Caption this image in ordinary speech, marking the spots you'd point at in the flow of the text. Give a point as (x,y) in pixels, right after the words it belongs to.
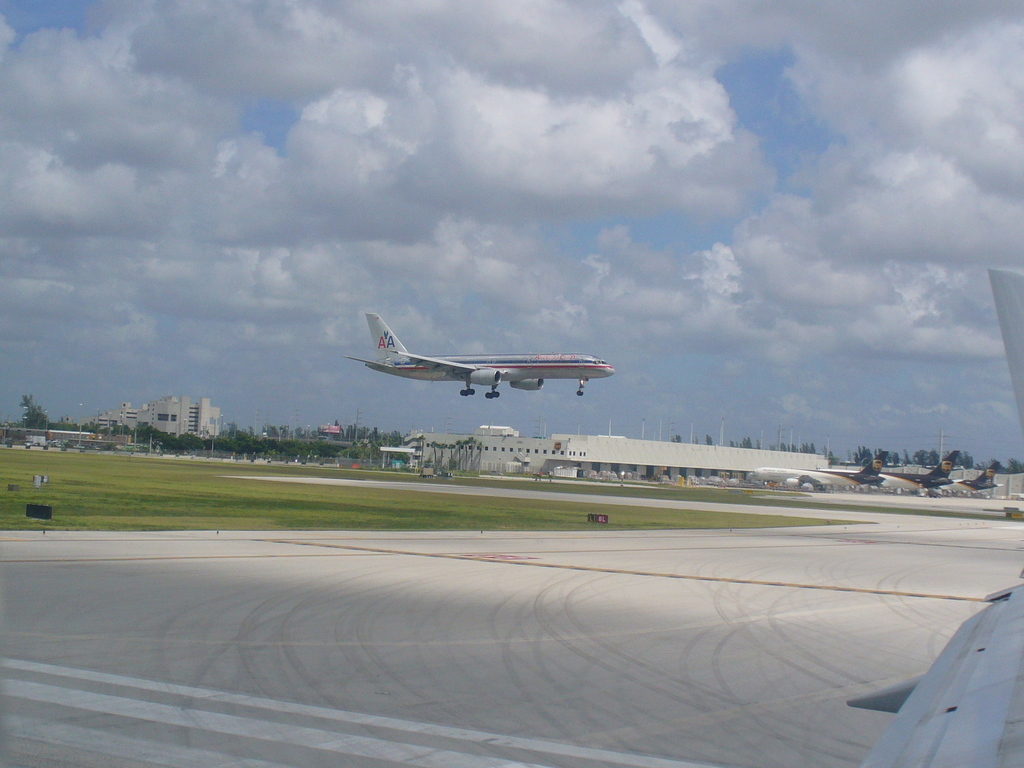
In this image I can see the runway (526,602), an aircraft (522,386) which is white, red and blue in color is flying in the air (501,327), few trees (374,452), few buildings (546,450) and few other air crafts (872,475) on the ground (598,481). I can see other aircraft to the right bottom of the image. In the background (289,441) I can see few buildings (164,428), few trees (868,458) and the sky (502,266).
